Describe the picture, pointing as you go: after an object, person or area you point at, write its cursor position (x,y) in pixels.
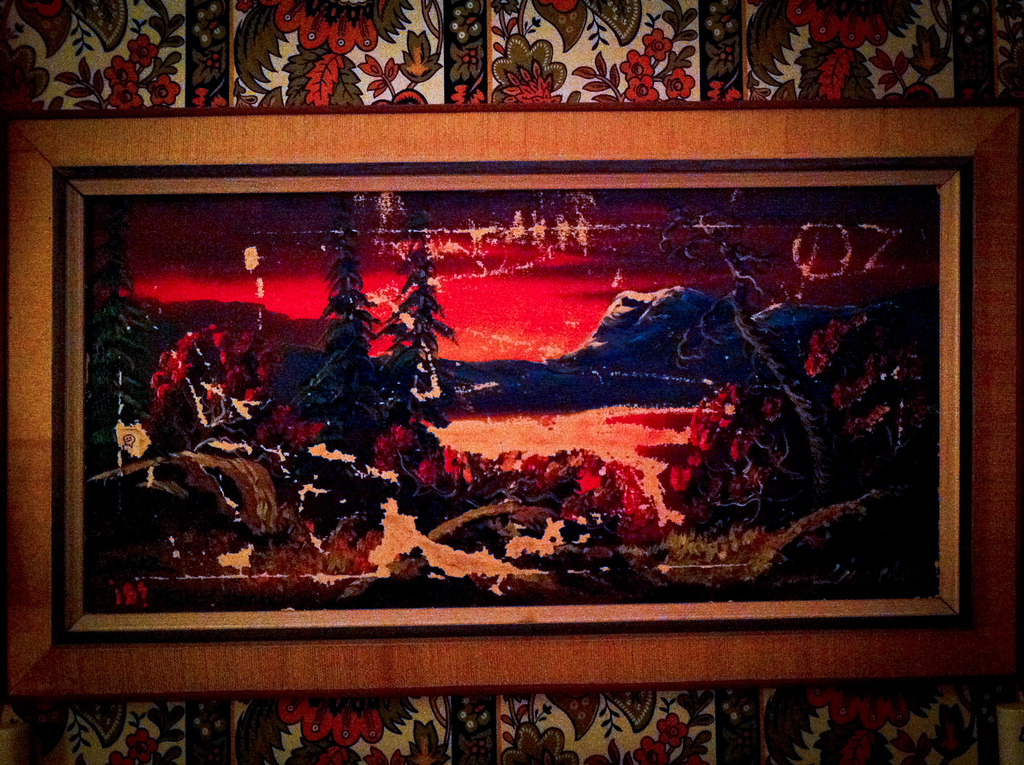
In this picture we can see a photo frame (500,392) is present on the wall (37,103).
